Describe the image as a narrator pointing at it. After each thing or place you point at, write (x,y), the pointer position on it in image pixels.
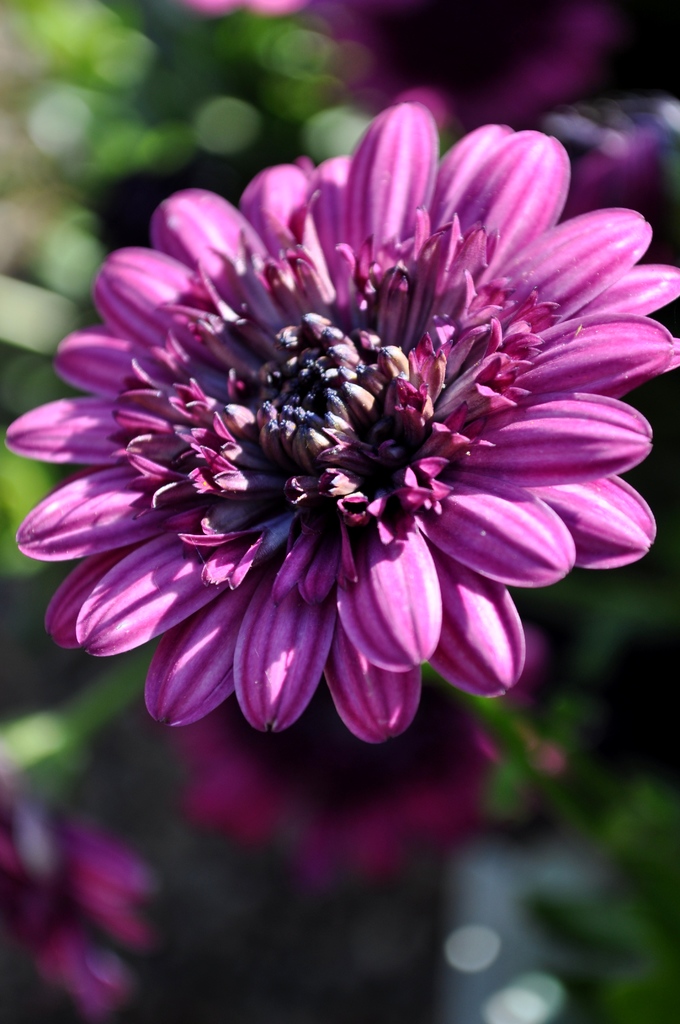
In this image, we can see a flower (468,493). Background (672,17) there is a blur view. Here we can see few flowers (29,818) and green color.
